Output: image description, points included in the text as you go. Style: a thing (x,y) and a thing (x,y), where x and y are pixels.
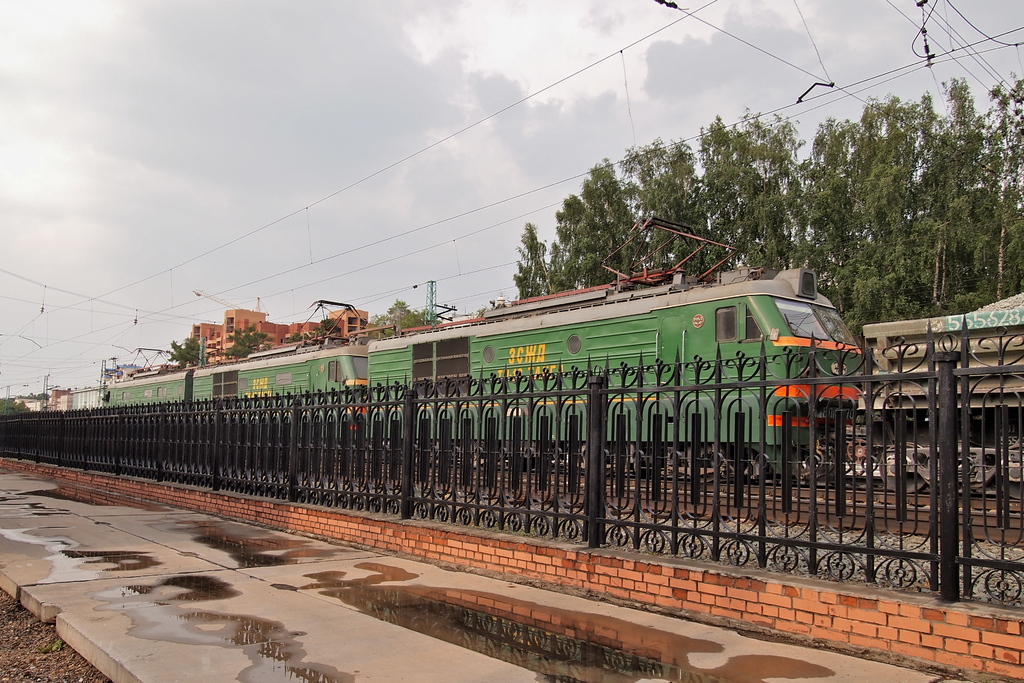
This image is taken outdoors. At the top of the image (118,154) there is a sky (153,93) with clouds (418,76). At the bottom of the image (386,623) there is a platform (199,622). In the middle of the image (483,323) there is a railing (88,454) and a train (628,383) is moving on the track (928,512). In the background (764,238) there are a few trees (861,265) and poles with a few wires (106,298). There are a few buildings (265,320).
